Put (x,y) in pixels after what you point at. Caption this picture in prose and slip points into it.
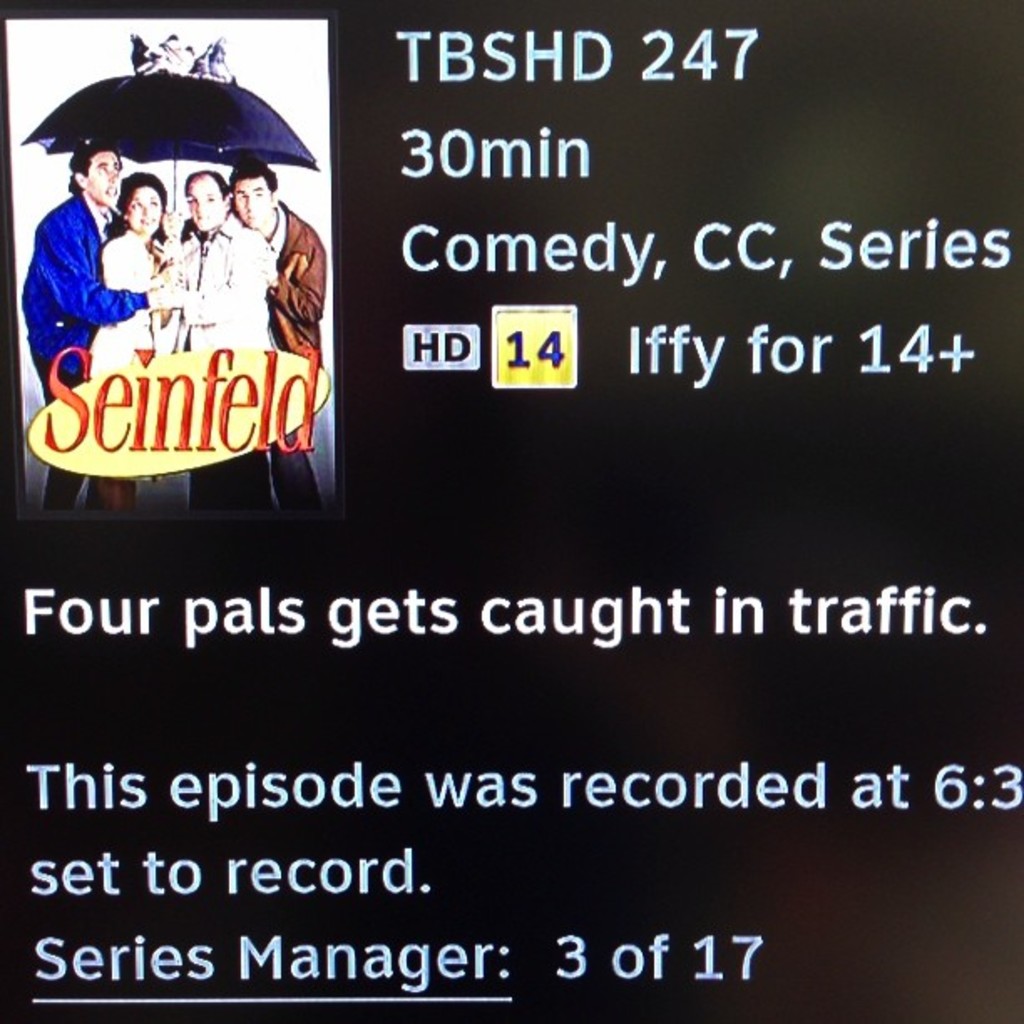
In this image there is a poster (267,467) of four people (252,475) and some text (273,430).
